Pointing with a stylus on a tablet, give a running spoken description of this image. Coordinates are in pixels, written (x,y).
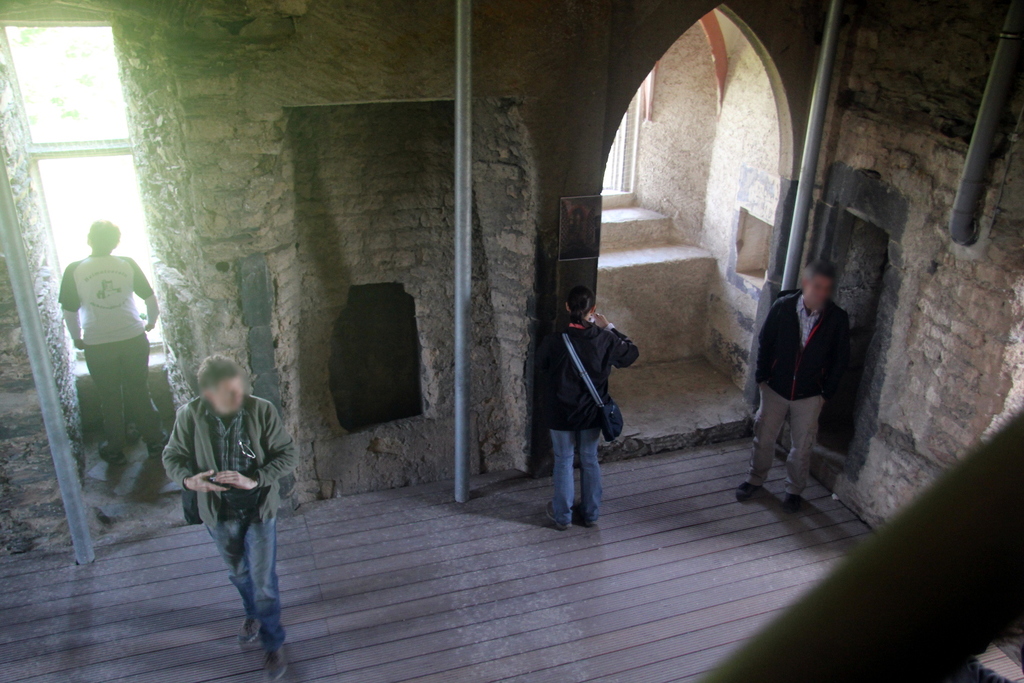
This image is clicked inside. There are four persons (78,294) in this image. This looks like a fort (831,444). The one who is on the right side (785,386) is wearing black dress (769,353), the one in the middle (564,415) is wearing black dress (601,425) and bag (613,418).
